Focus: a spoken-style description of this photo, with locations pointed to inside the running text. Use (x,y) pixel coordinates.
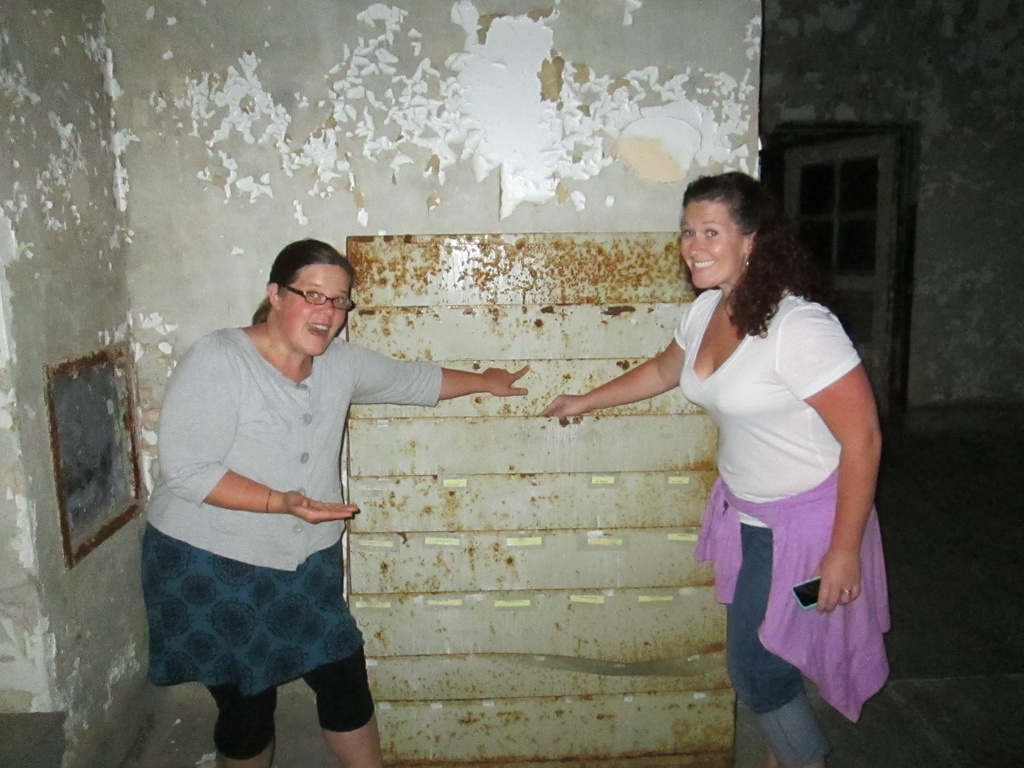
In this image in the front (328,463) there are women (714,394) standing and smiling. In the background (235,243) there is a wall (343,210), on the left side (99,511) there is a frame (88,471) on the wall (128,543) and there is a door (872,240).
